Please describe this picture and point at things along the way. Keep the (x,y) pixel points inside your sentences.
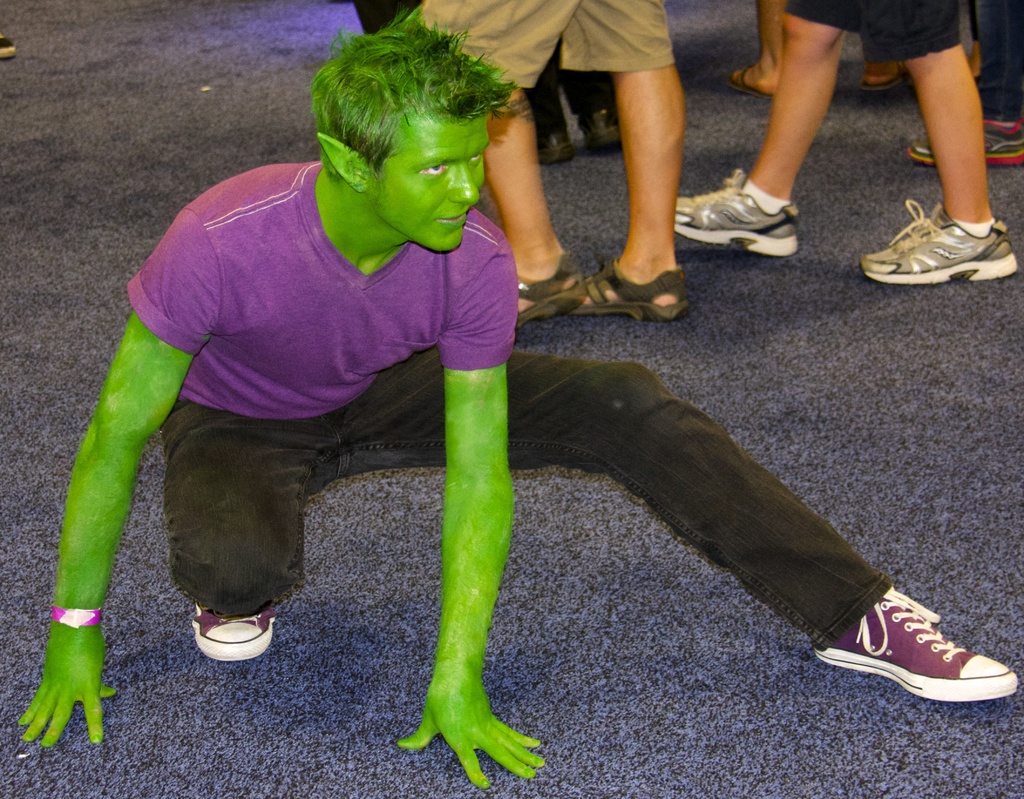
In this picture I can see few people (519,218) and looks like few people (507,213) walking in the back (534,217).
